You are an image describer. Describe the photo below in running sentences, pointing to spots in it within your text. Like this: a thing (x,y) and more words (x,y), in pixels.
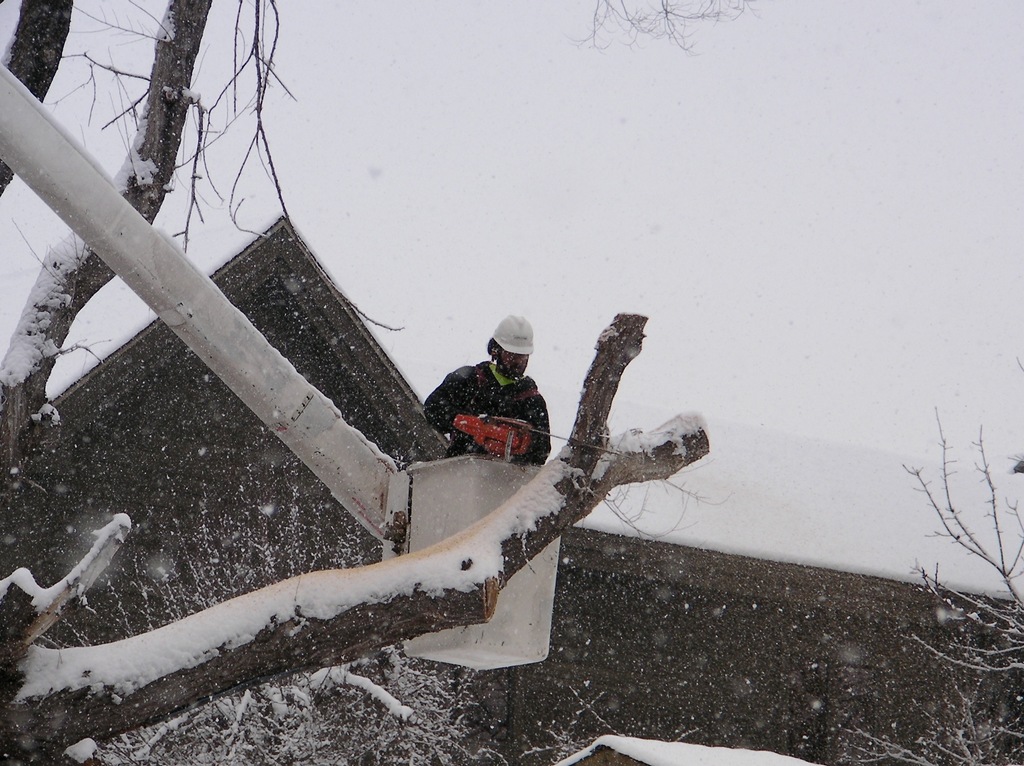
There is a man (469,392) in a crane (486,469) and holding a tool (470,423) and wore helmet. We can see trees (157,103) and snow (445,580). In the background (483,340) it is white.
